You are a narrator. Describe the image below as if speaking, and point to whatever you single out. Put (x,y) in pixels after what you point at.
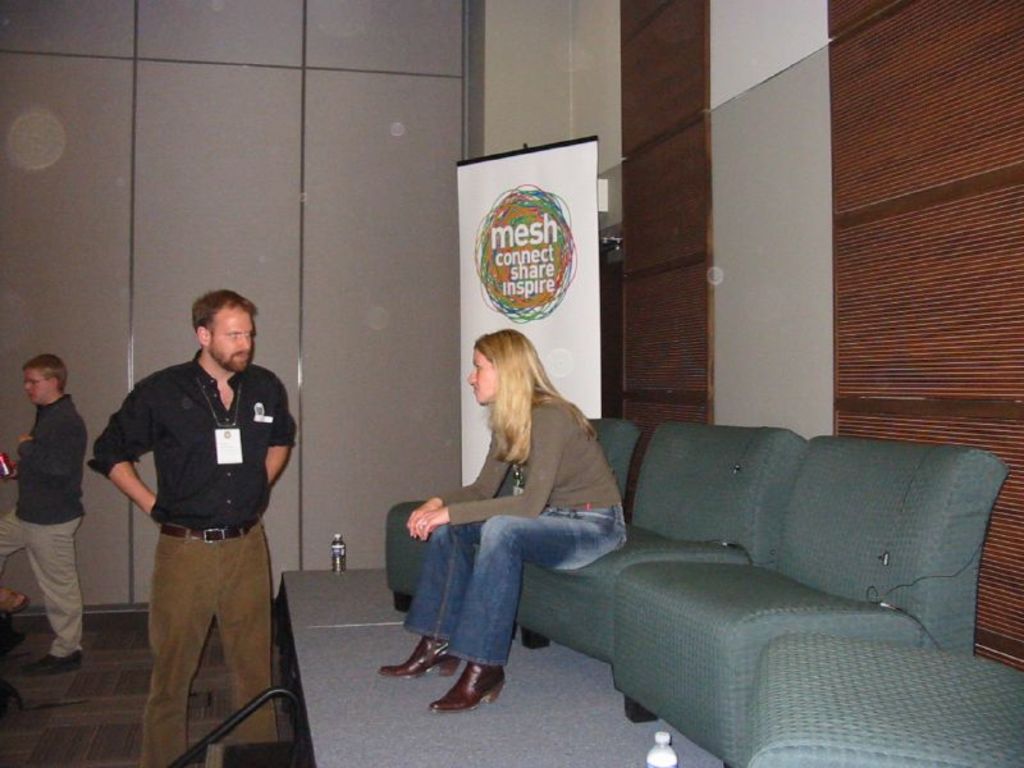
In this Image I see 2 men (137,389) who are standing and I see a woman (517,391) who is sitting on a chair (644,489), I can also there are 3 chairs (991,459) over here and 2 bottles (337,543). In the background (59,14) I see a banner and the wall (443,454).
